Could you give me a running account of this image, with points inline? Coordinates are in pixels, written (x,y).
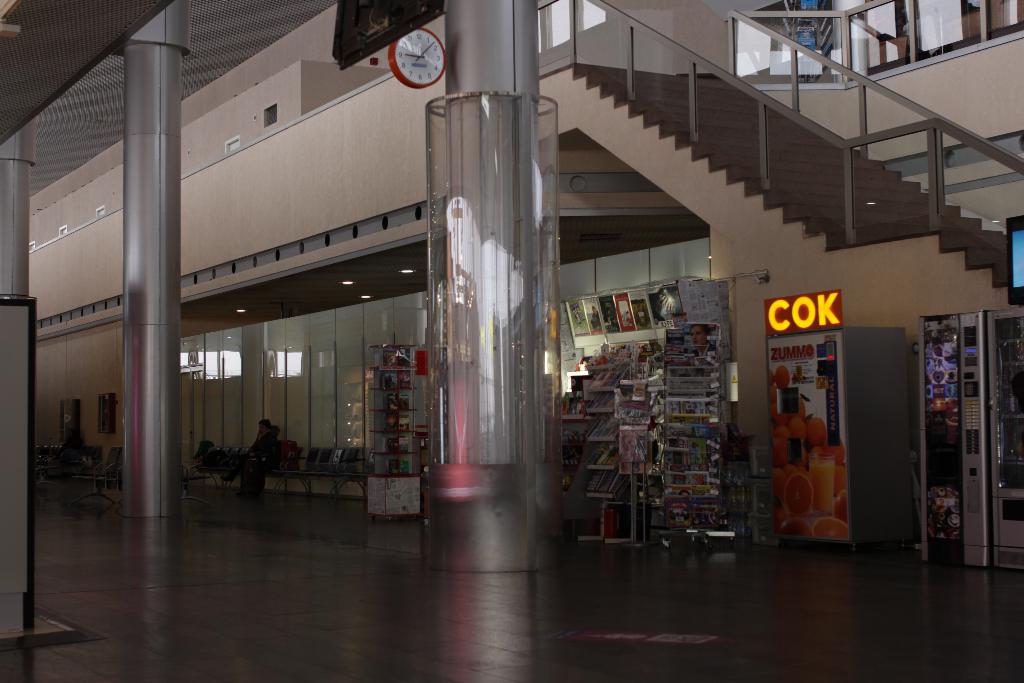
This picture shows a building (509,254) and we see few books (608,462) in the shelves (627,474) and we see few vending machines (885,376) and we see a television (1019,276) and stairs (727,163) to climb up and we see few people (256,461) seated on the chairs (221,472) and we see a clock (417,59).
